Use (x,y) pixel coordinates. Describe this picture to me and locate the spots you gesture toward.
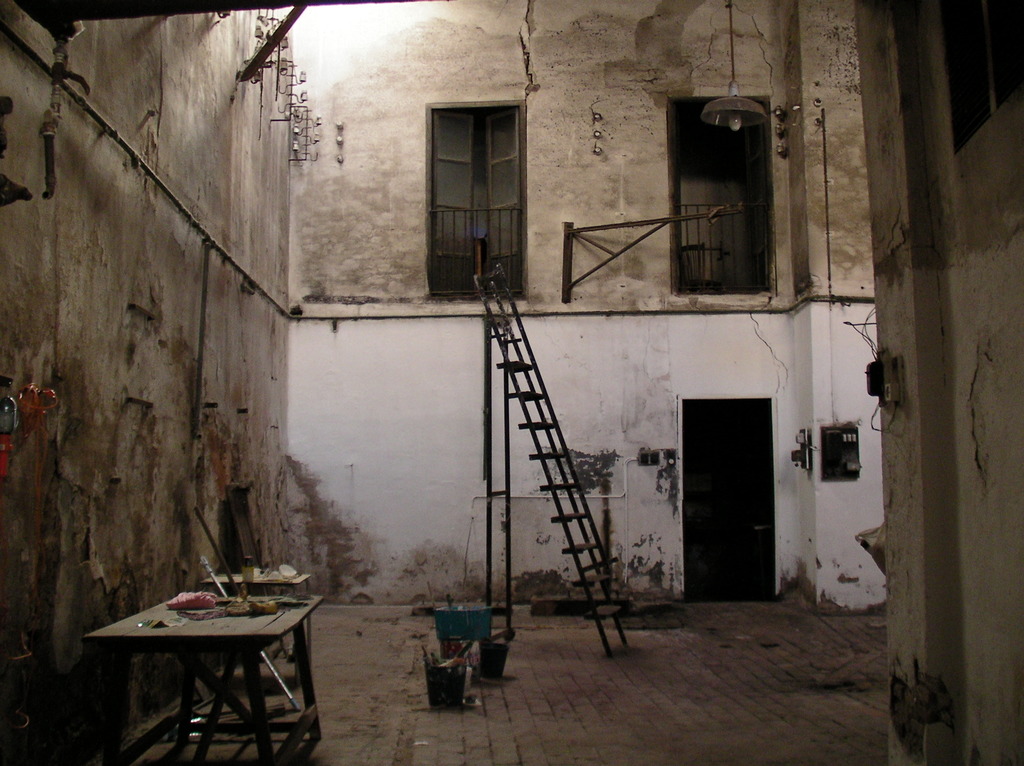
It is an old house (302,373) and there is a ladder (500,430) and behind the ladder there are three doors (701,485) and there are two tables (253,701) and some objects (222,610) are kept on the table (270,723) and on the floor (392,660) there are three buckets (470,630) and the room (593,637) is very dirty.
